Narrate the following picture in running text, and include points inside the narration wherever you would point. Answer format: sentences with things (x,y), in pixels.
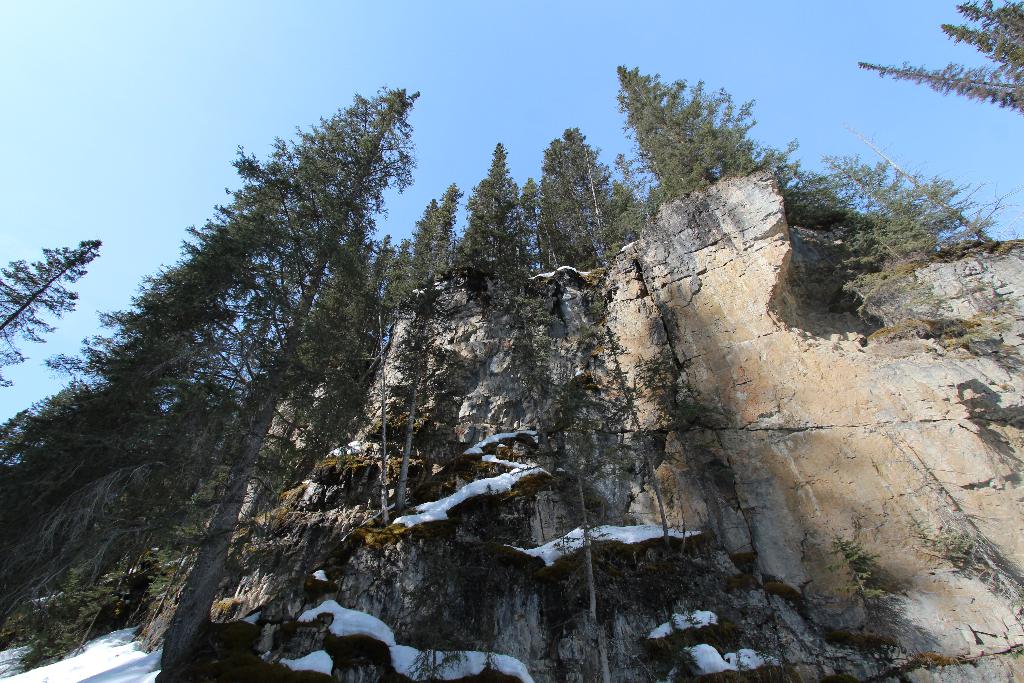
In this picture we can see trees (353,411) here, at the left bottom (123,660) we can see snow (104,659), there is the sky (294,108) at the top of the picture (287,68).
